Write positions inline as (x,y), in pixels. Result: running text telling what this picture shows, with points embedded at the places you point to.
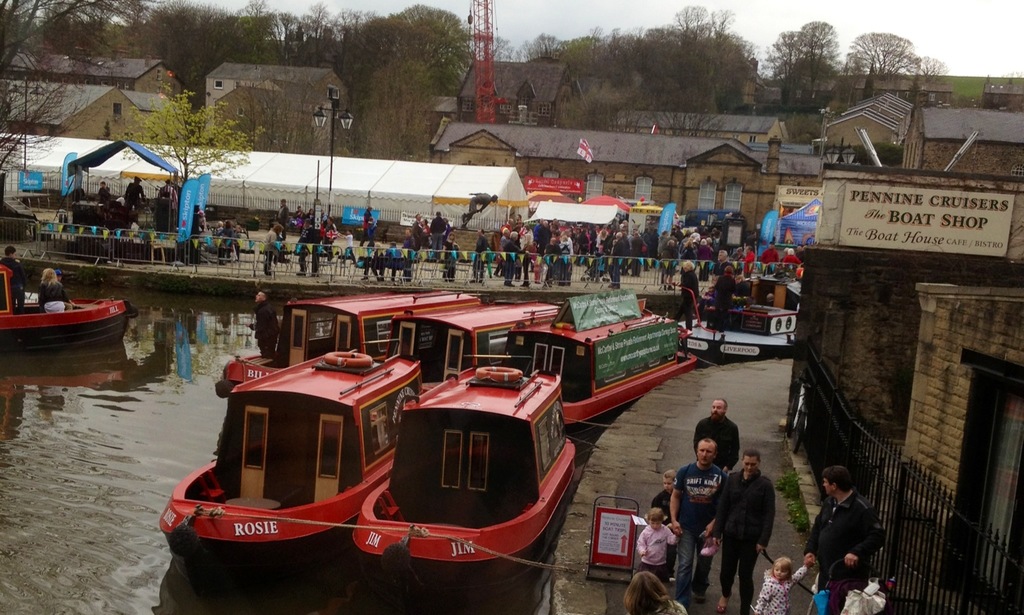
In this image I can see few boats (304,482), few buildings (746,184), windows (737,196), trees (702,80), light poles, fencing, crane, boards (612,547), water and few people (326,243) are walking. The sky (507,35) is in white and blue color.
